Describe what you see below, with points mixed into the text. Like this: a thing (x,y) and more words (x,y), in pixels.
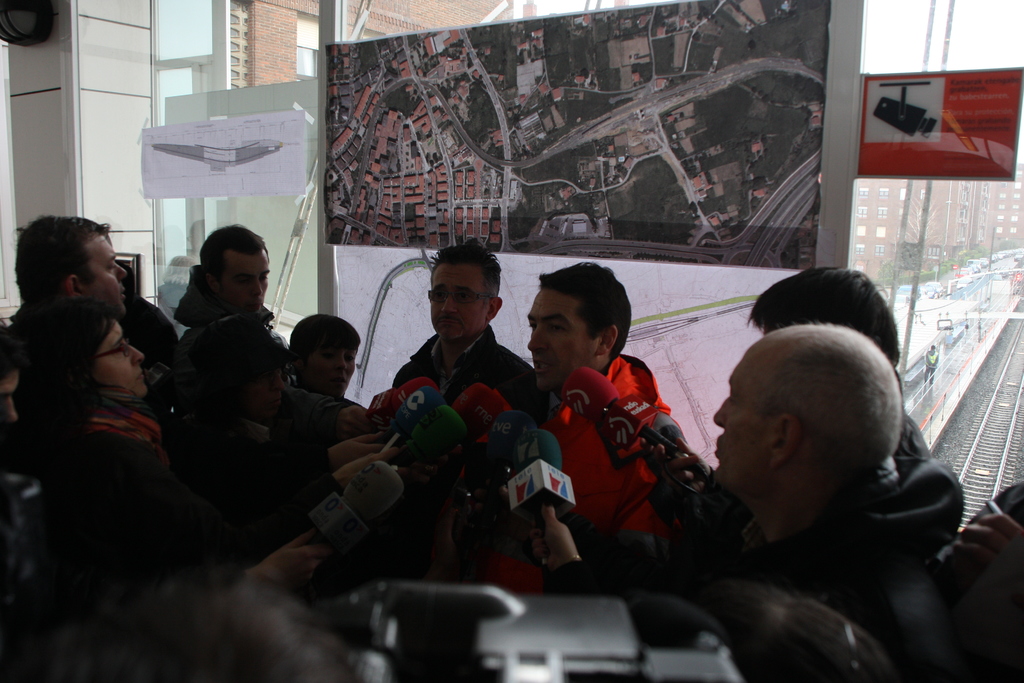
In this image there are group of persons (404,457) standing, the persons (805,478) are holding a microphone (529,484), there is a man (537,405) talking, there is an object (508,641) towards the bottom of the image (533,644), there is a glass wall (872,237), there are poster (612,141) on the glass wall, there is a railway track (996,398), there are buildings (939,224), there is a wall (62,113), there is an object (12,21) on the wall (121,26).
